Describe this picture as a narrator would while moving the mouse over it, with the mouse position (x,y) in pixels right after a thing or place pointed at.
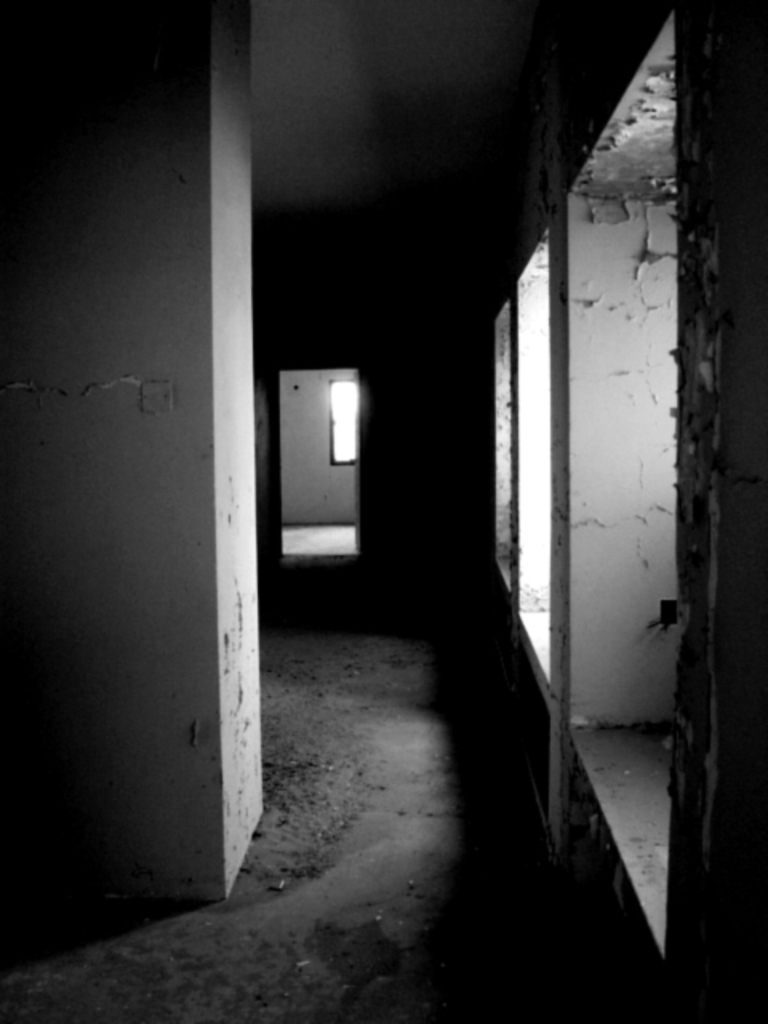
This is black and white picture where we can see window (344,426), pillar (58,655), roof (391,168) and wall (607,677).
